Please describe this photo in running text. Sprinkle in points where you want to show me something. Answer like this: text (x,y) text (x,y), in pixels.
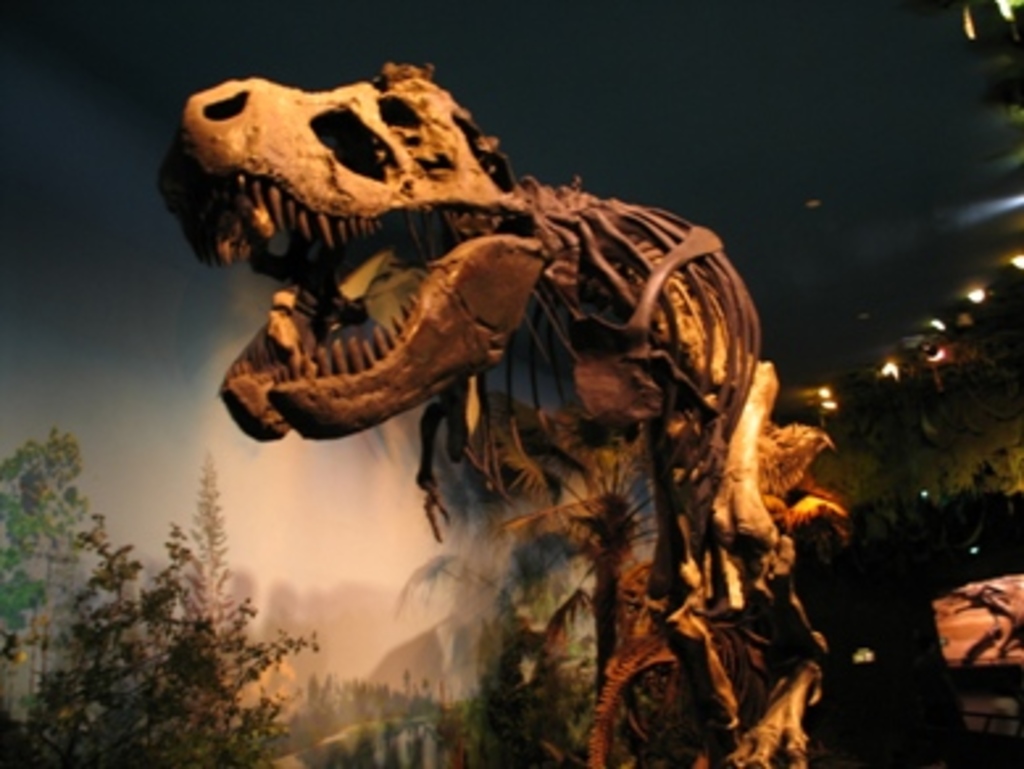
In this image there is a skeleton of a dinosaur (512,314), in the background (176,553) there are trees (102,566).
